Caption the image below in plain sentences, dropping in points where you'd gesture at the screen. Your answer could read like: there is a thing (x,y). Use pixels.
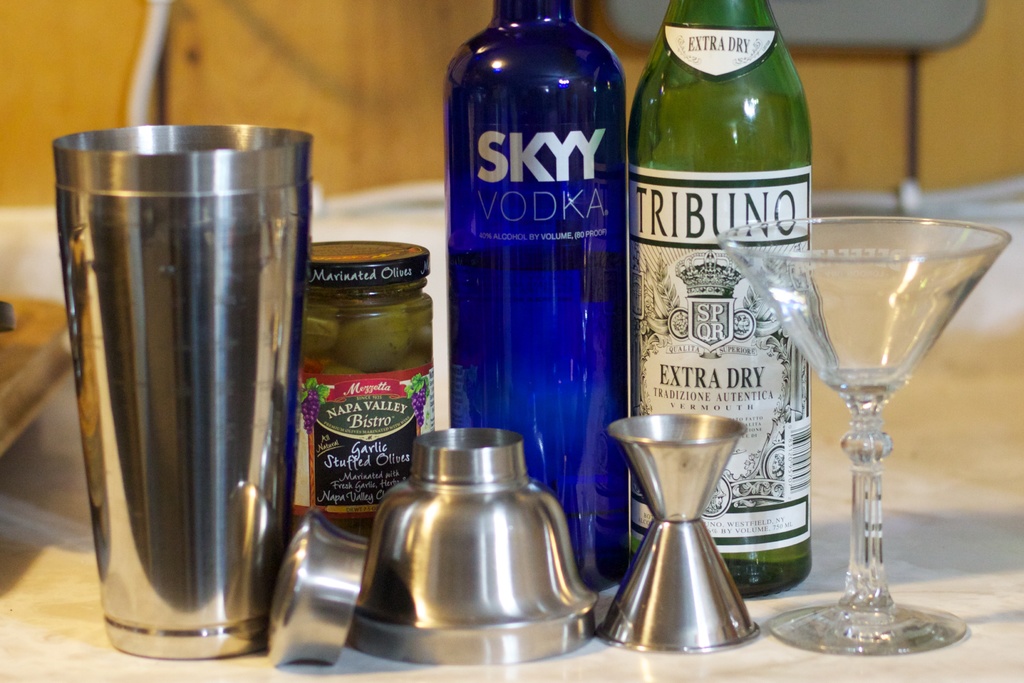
In this image we can see some bottles (540,316), glasses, a jar (384,368) and a cocktail shaker (455,489) which are placed on the table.
